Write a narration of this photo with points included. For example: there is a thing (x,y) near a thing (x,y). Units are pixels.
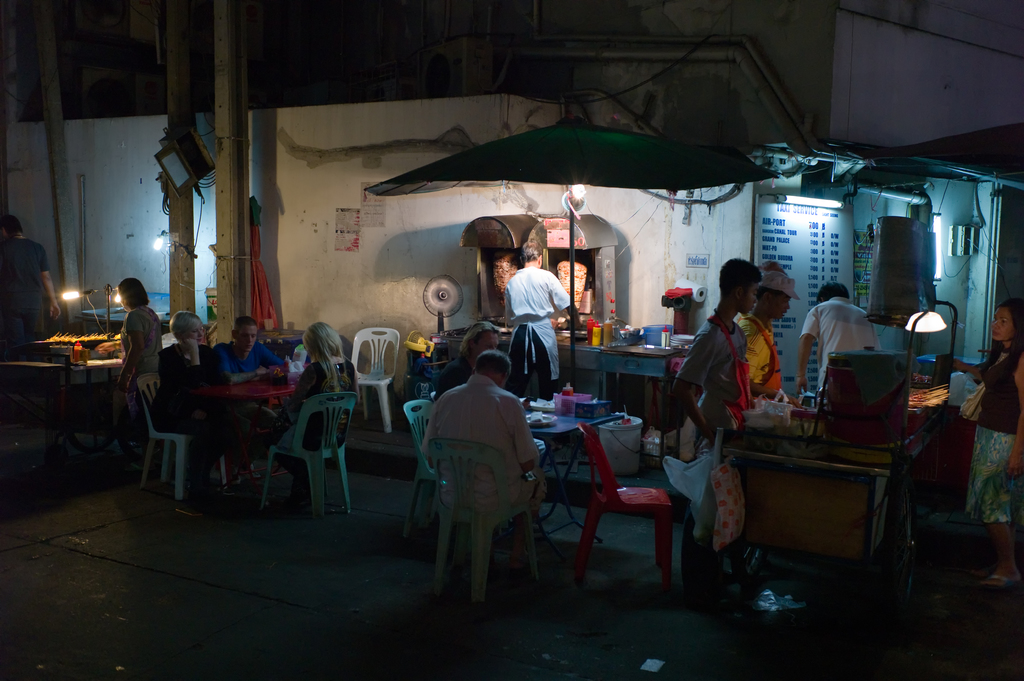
In the picture we can see a group of people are sitting on a chairs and there are tables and some people (9,269) are standing and doing their works. In the background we can see shops (451,340), light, walls (532,194), menu board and building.
